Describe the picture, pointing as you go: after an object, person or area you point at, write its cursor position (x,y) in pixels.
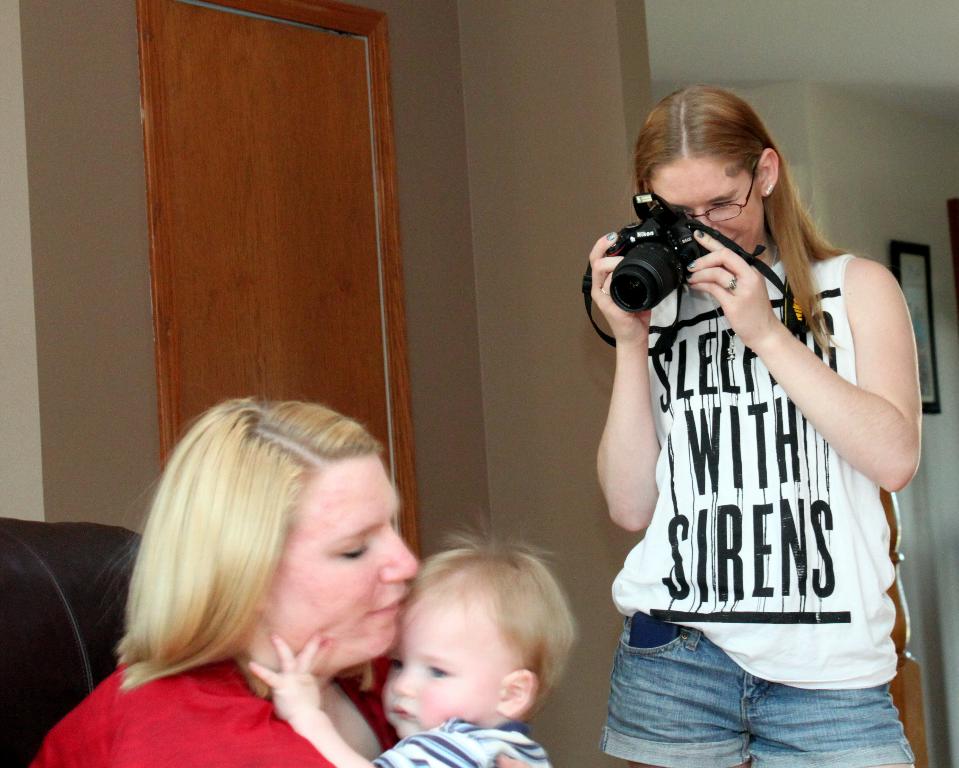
In this picture, here is a woman (293,631) holding baby (508,637). There is a girl (778,296) in white top (782,581) and blue denim (706,668), she is capturing the picture of that woman (362,640) with baby (412,720) using camera (693,250). It seems like a house (505,301) and there is a door (257,304) and seems this is a nice sofa (74,563) and wall (78,370).
